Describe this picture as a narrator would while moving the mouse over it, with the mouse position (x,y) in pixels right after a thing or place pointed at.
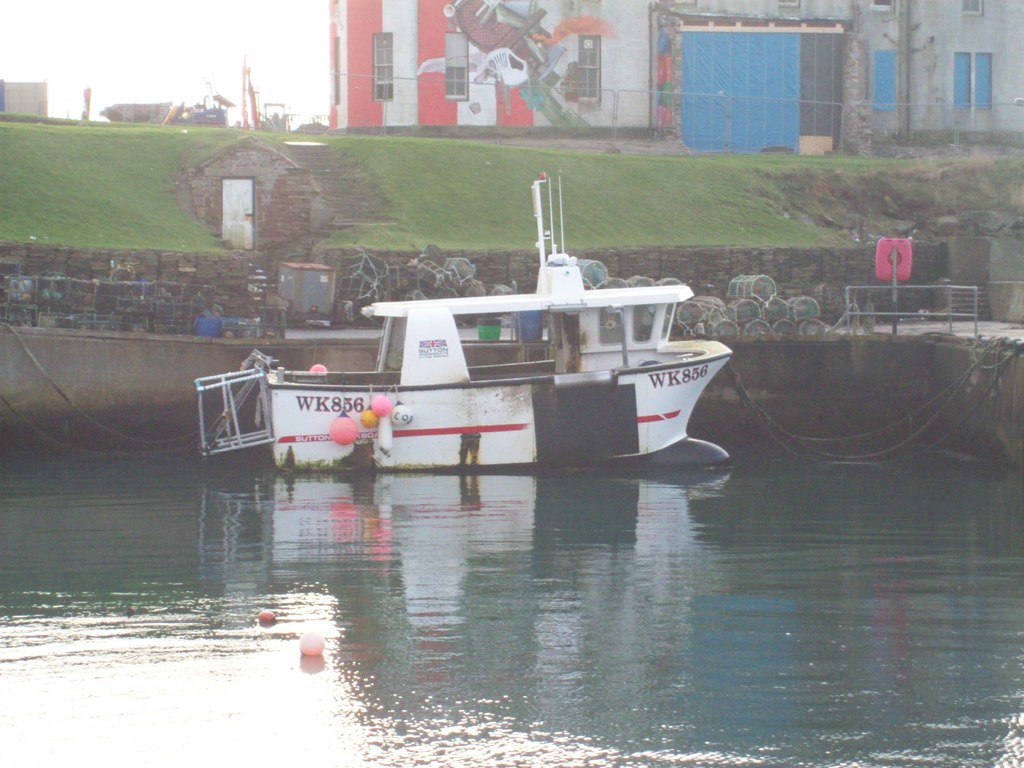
in this image there is a boat (556,441) parked on the water (691,495). Behind the boat (609,289) there is load (771,306) present on the ground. Image also consists of buildings (568,40), house (288,162), grass (512,172) and buoys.
